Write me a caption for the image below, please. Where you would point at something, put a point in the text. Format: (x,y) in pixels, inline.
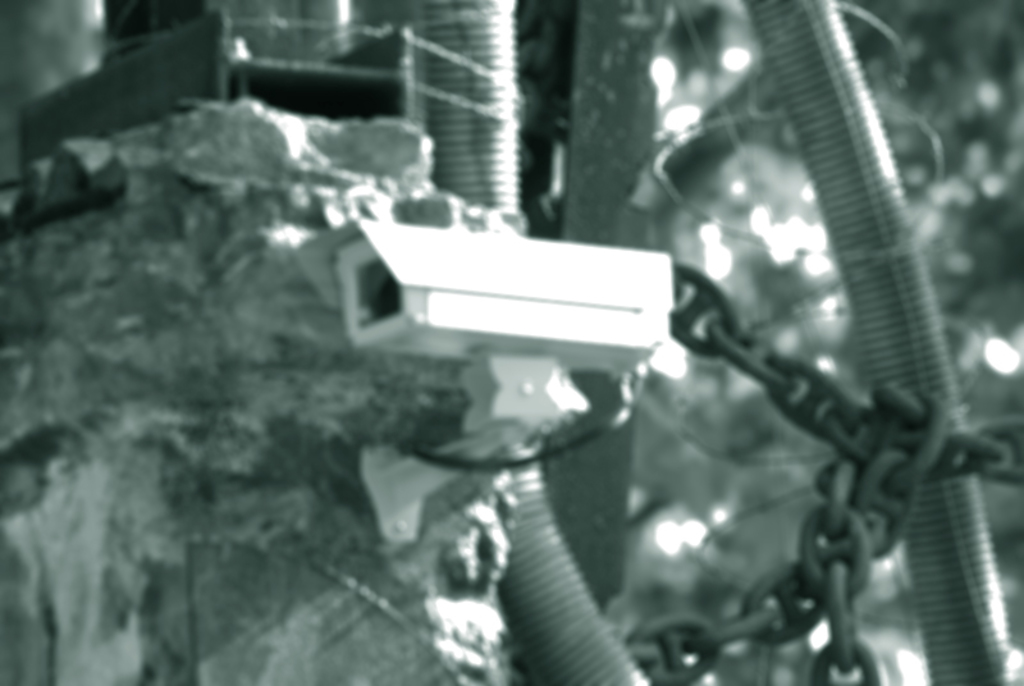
In the picture I can see CC camera (406,294) which is attached to the wall (305,288) and there are some pipes (467,165).
